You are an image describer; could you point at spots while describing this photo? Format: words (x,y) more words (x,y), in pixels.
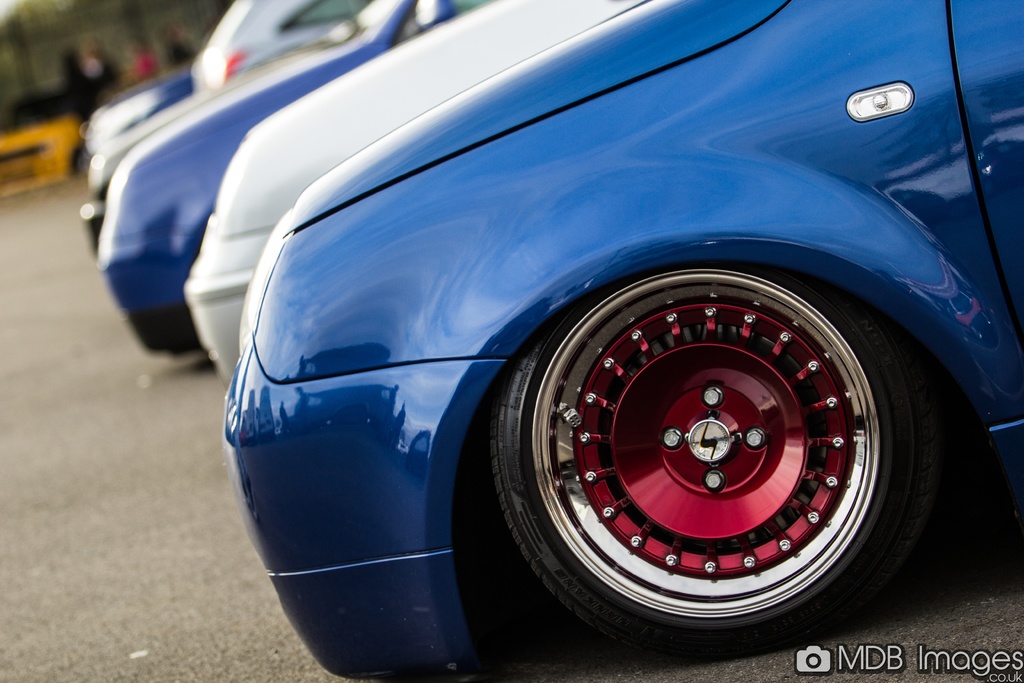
In this image, we can see cars (217,333) on the road (144,554) and in the background (90,106), there are people (95,93). At the bottom (891,658), there is some text (860,663) and a logo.
